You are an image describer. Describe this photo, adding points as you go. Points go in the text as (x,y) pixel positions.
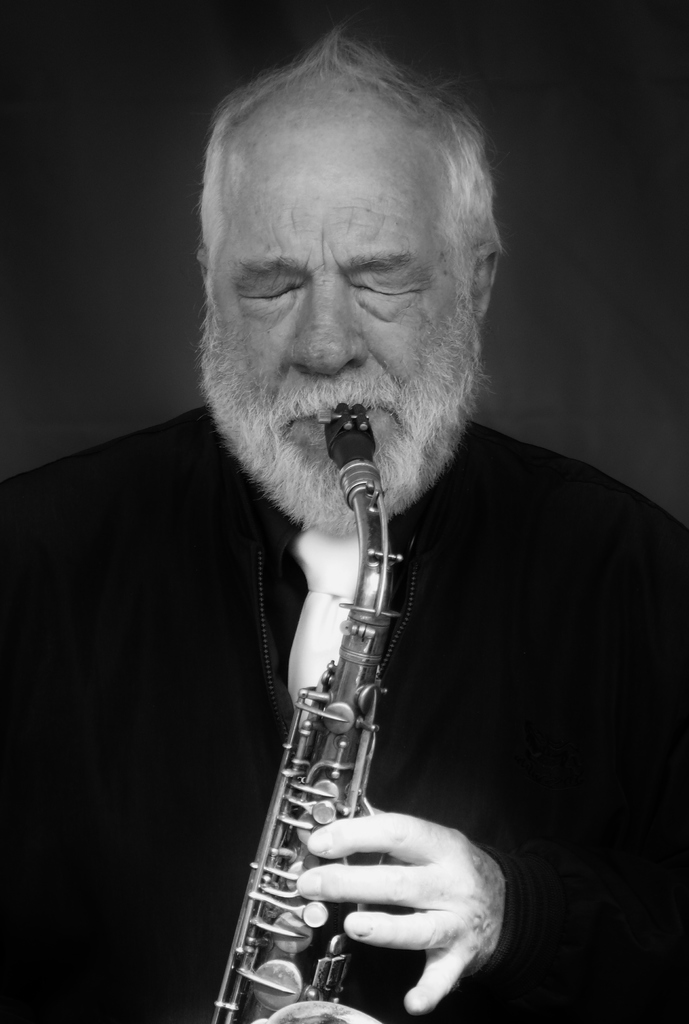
In this image an old man (423,511) wearing black suit (465,559) is playing a saxophone (309,823).
